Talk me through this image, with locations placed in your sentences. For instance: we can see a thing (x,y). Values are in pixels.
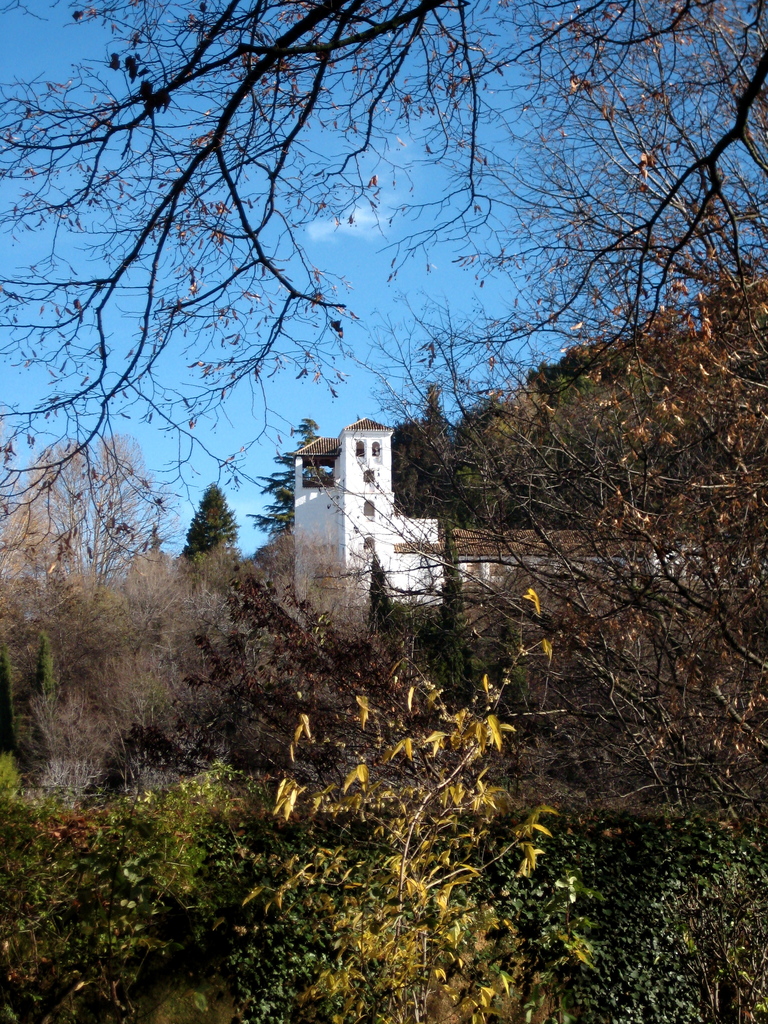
This picture shows blue sky (5,40) and a house (360,428) surrounded by trees (559,416).
